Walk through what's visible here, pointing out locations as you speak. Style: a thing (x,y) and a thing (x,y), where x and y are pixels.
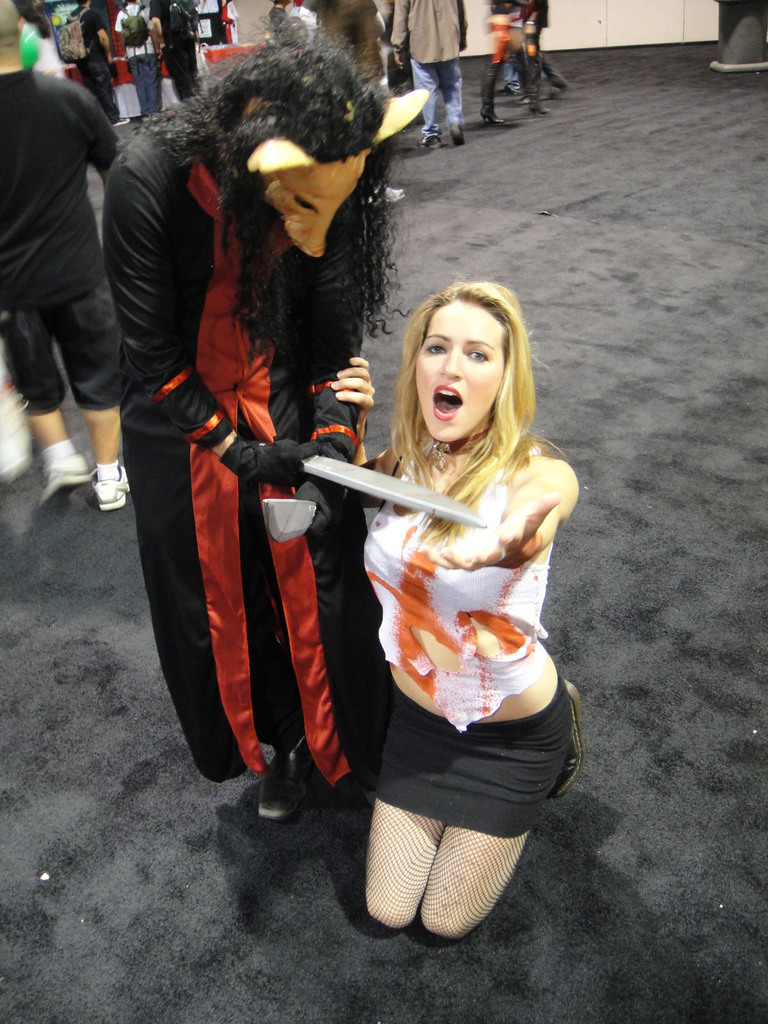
In this picture I can see few people (338,190) are standing and a human (229,187) is wearing a mask (249,166) and holding a knife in his hand (322,501) and I can see few people (139,52) wearing backpacks (88,51) and I can see carpet (683,654) on the floor (261,841).
